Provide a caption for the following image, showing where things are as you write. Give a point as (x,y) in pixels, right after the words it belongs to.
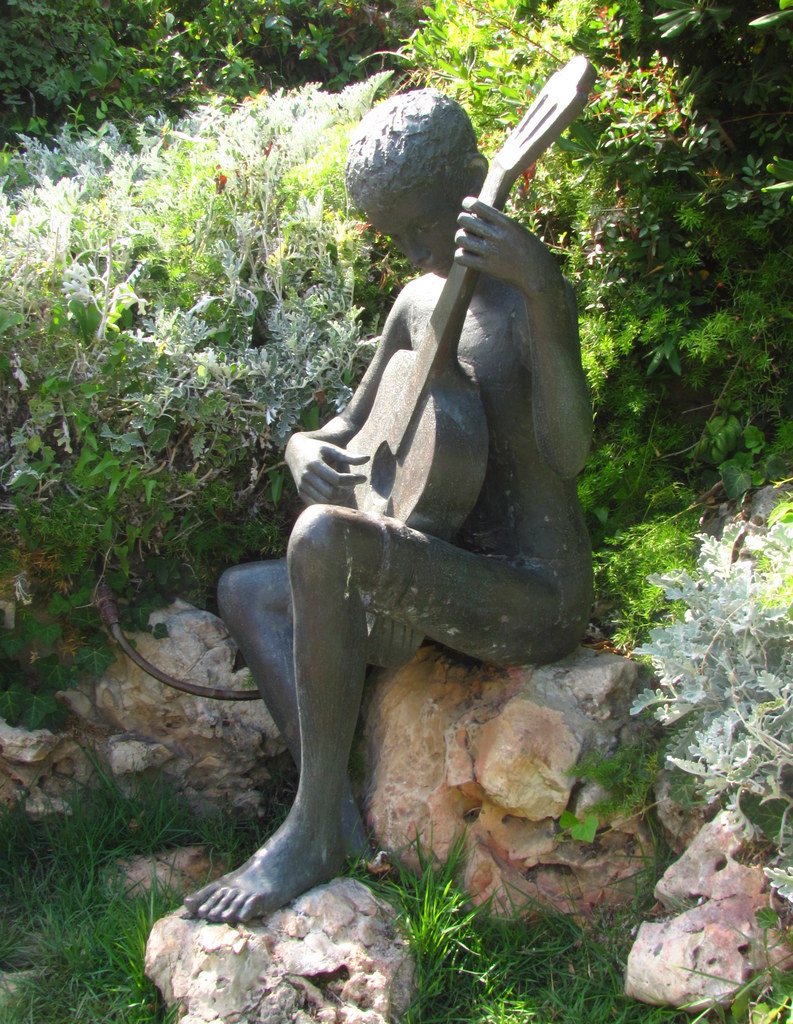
In the foreground of this image (412,448), there is a sculpture (426,548) sitting on the rock (510,699) and on the bottom (401,972), there is the grass (495,926) and a stone (388,975). In the background (432,29), there are plants (170,298).
